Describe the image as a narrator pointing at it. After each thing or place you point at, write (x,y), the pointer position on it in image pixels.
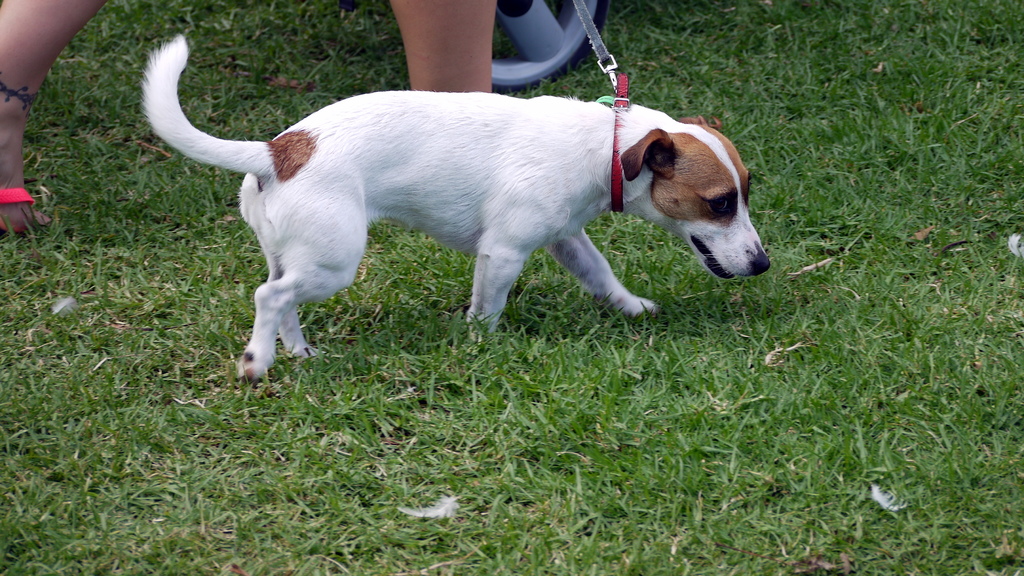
In this image I can see the dog (755,257) in white, brown and black color. I can see the person's legs (419,25), grass (420,234) and the belt (610,59) to the dog (410,127).
